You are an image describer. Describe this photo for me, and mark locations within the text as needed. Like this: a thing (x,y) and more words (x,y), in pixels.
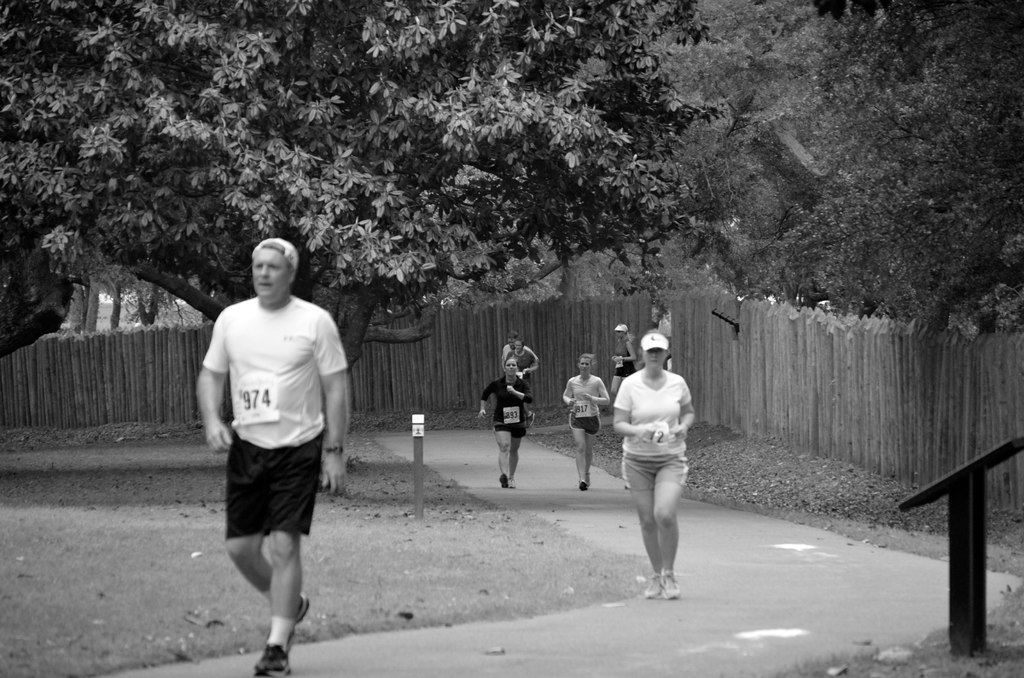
In this image, we can see people (684,431) jogging on the road (740,644). In the background (614,136), there are trees (651,136).
